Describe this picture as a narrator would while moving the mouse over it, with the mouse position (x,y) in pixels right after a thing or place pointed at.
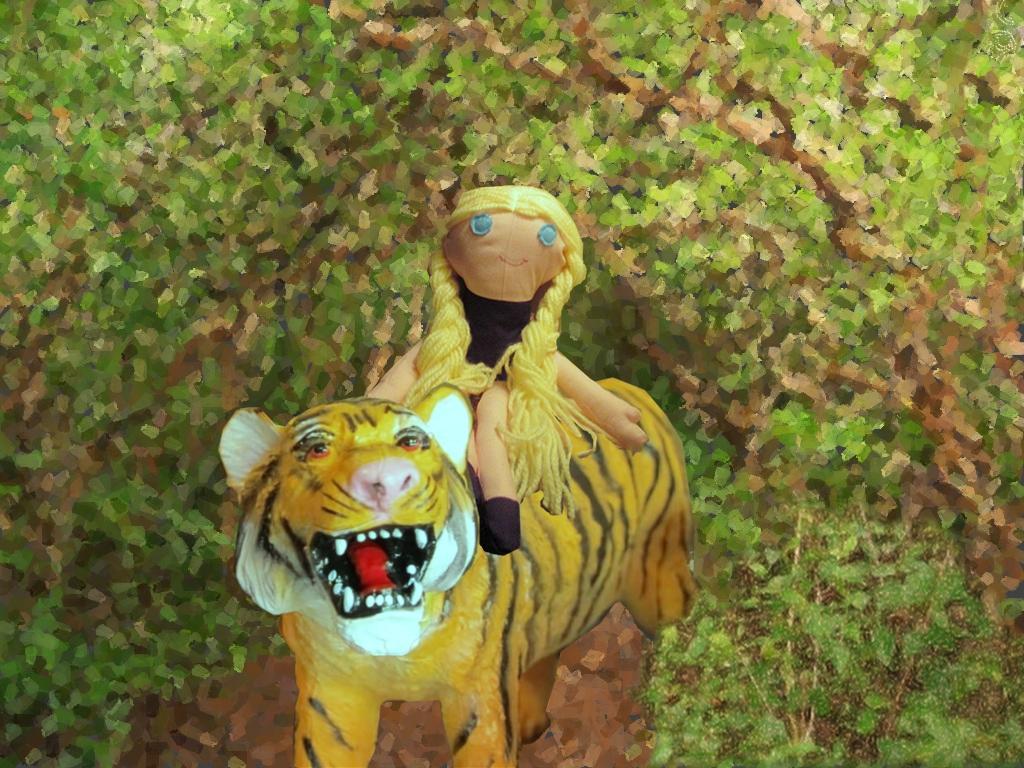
In the picture I can see a toy of a girl (524,324) is sitting on a tiger toy (563,551) and there are few trees (734,158) in the background (790,309).
